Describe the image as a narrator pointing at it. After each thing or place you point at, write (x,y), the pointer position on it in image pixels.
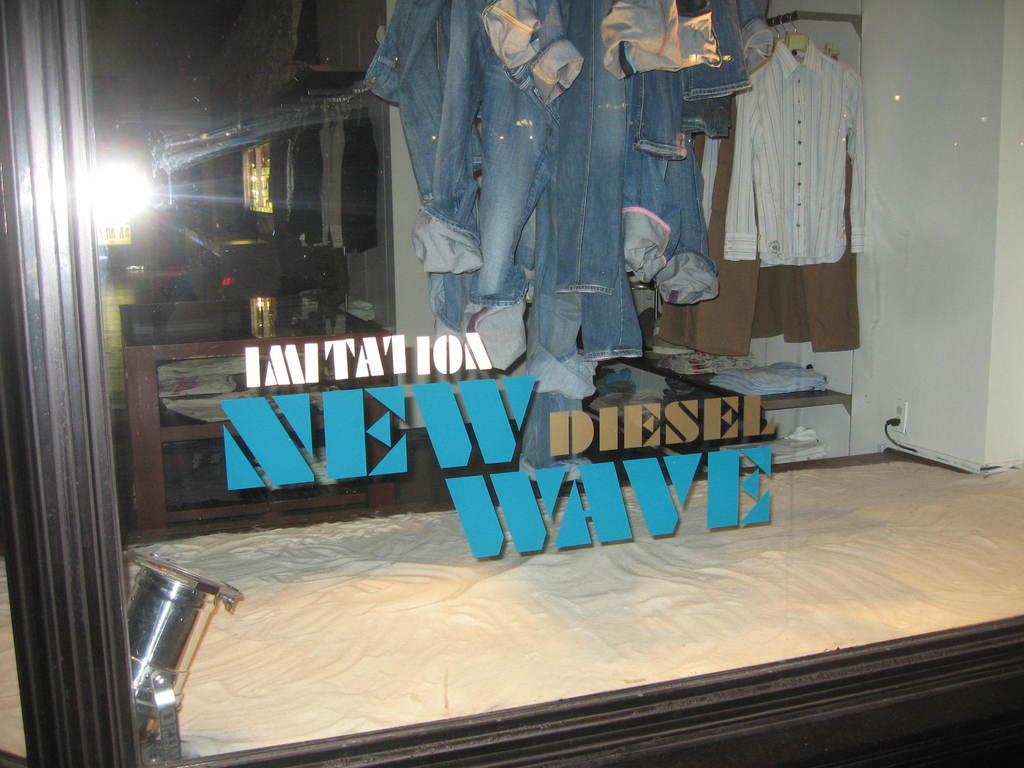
This looks like a glass door (204,287). These are the stickers (495,436) attached to the glass (668,427). I can see the clothes (650,131) hanging. This looks like sand (926,560). Here is a socket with a cable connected to it. This looks like a wall (914,259).
